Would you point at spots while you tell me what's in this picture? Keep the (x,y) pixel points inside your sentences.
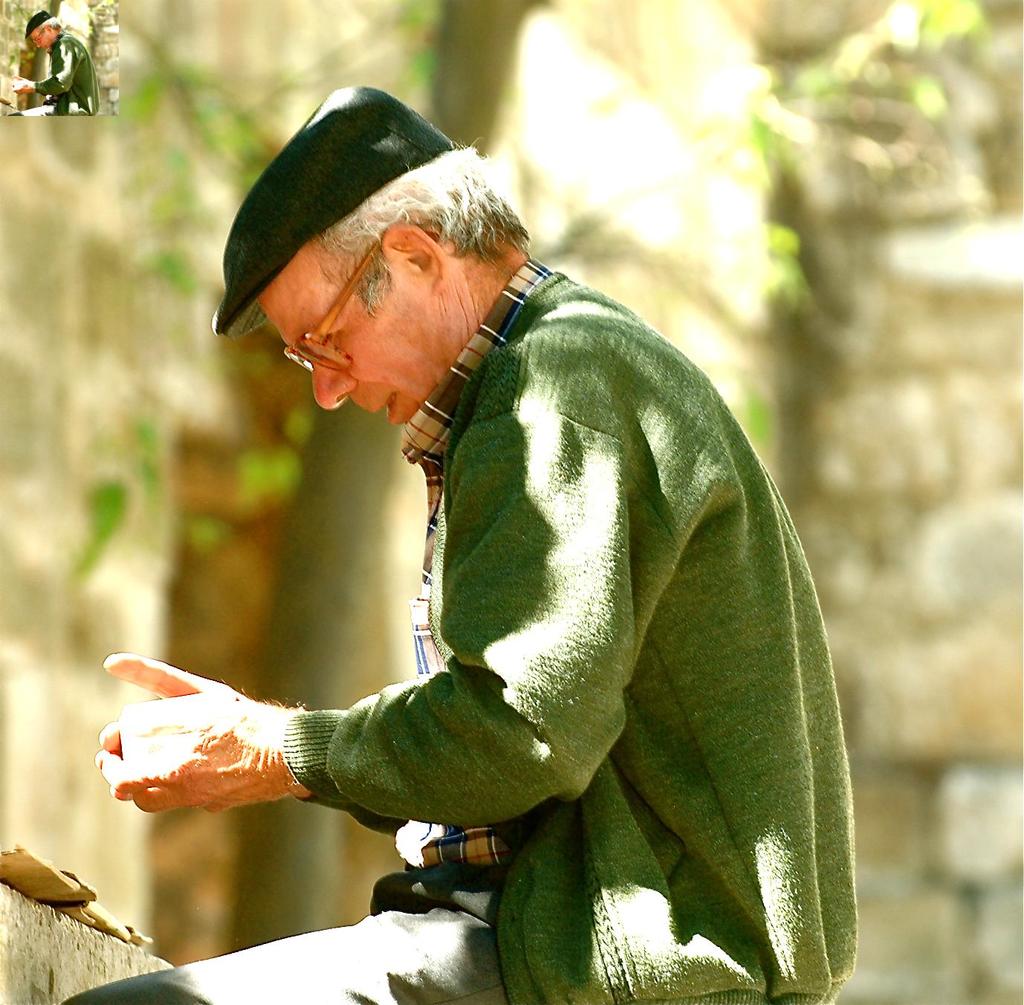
In this image we can see a man (512,487) sitting. On the left side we can see the same miniature image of that person (493,511). On the backside (207,62) we can see a tree (194,77) and a wall (876,608).
